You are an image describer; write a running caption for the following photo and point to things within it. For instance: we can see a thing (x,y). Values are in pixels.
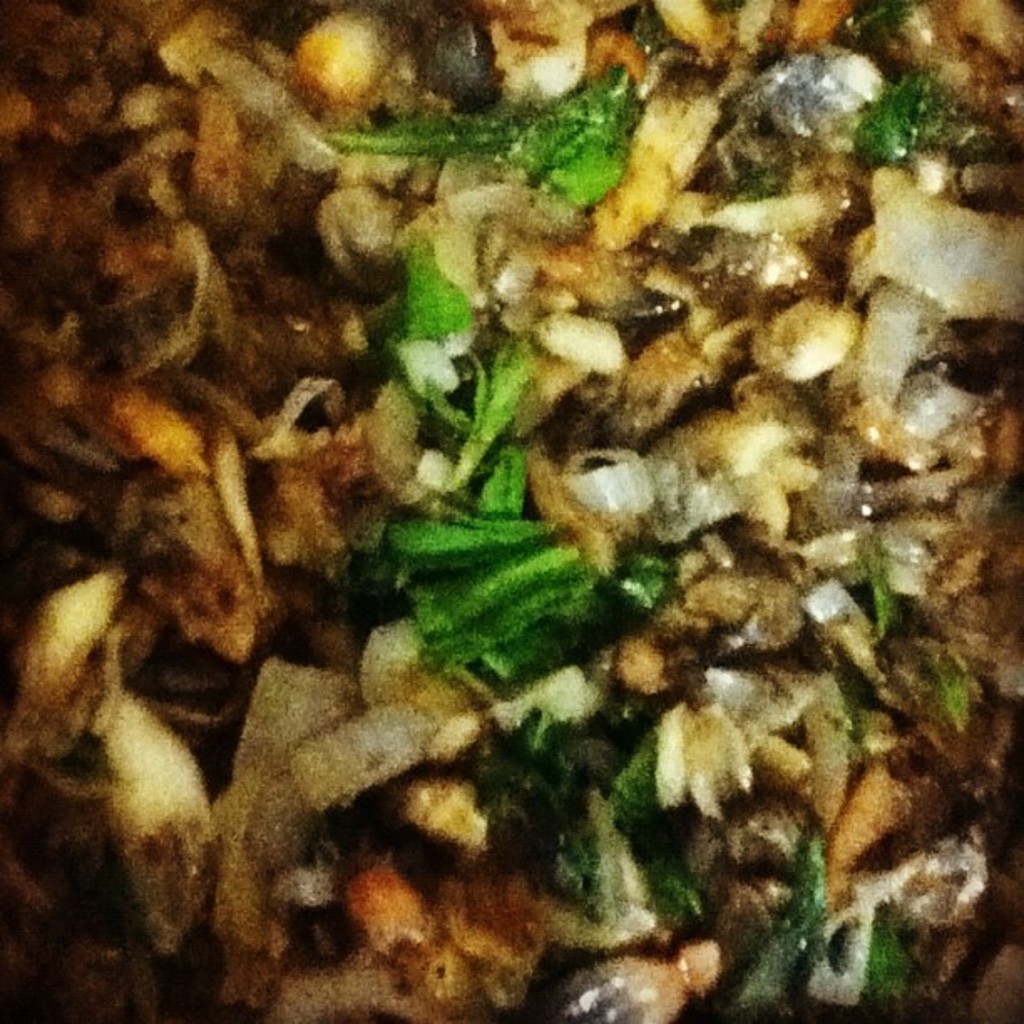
In this picture we can see food (452,460).
